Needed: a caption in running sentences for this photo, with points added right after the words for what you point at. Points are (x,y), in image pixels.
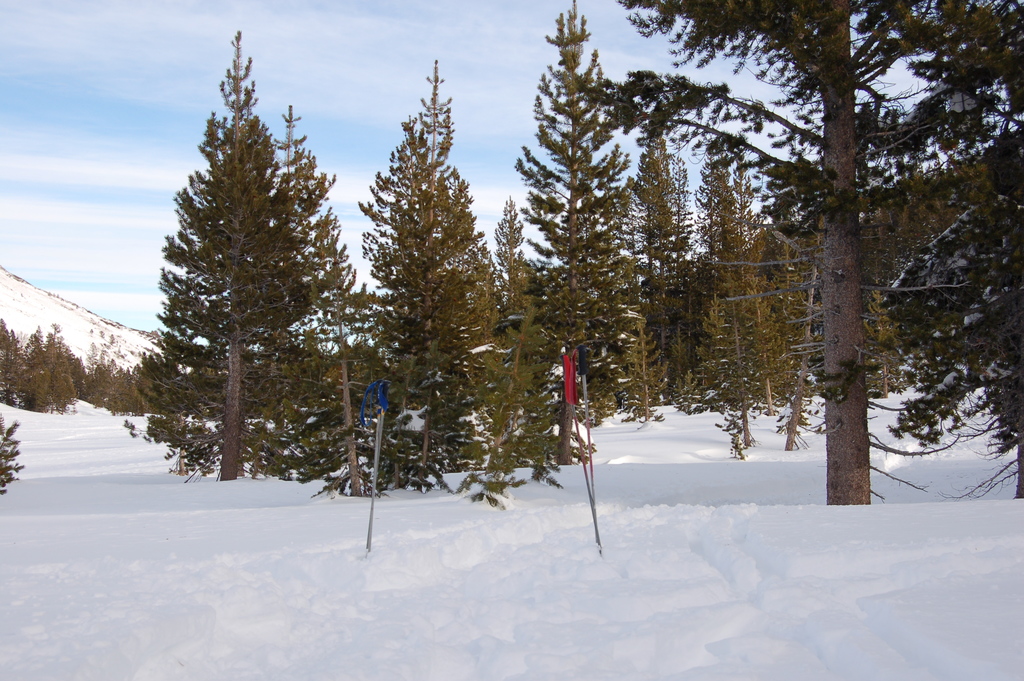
This picture shows few trees (460,277) and we see snow (244,592) on the ground (265,500) and we see a pole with blue cloth (382,412) and another pole (581,370) with red cloth (574,388) and we see a blue cloudy sky (45,88).
